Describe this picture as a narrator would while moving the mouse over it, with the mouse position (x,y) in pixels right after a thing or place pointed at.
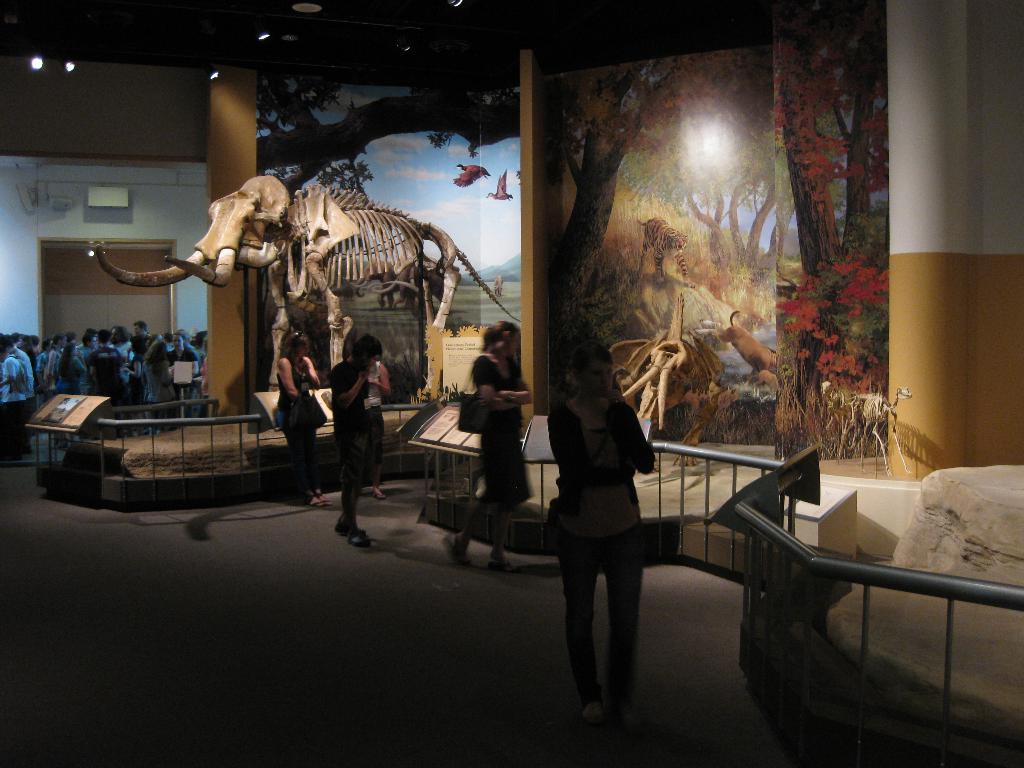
In this picture I can see in the middle (492,390) few persons (362,452) are walking, it looks like a museum, there are animals skeletons (148,280). In the background (404,340) there are pictures (577,154) on the wall (628,208), on the left side (180,346) a group of people (150,371) are there. At the top (454,7) there are ceiling lights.
